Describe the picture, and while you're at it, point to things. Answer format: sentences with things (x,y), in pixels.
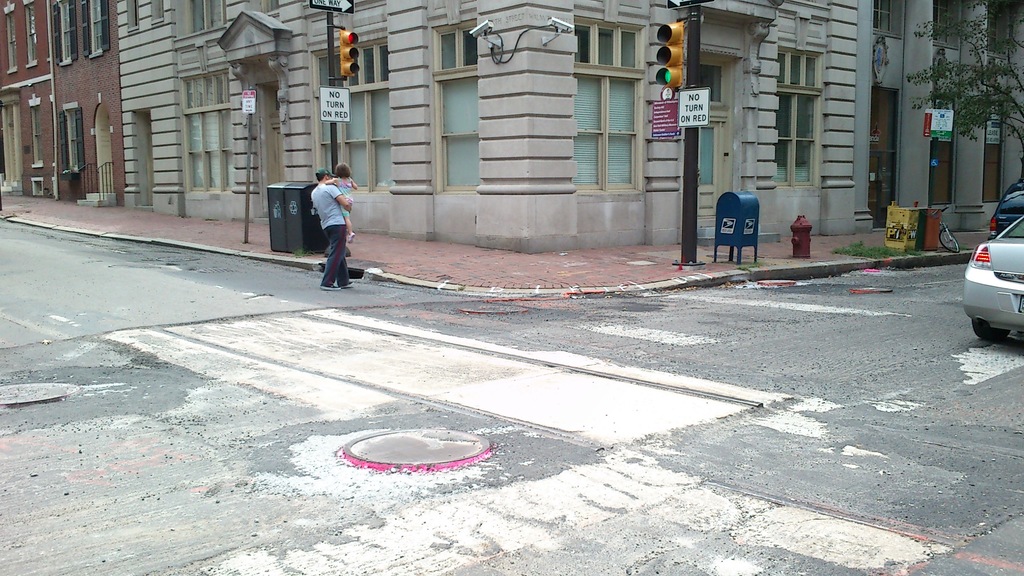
In this image we can see there is a building (428,139) at the center of the image (550,204). Both the left and right side of the image (939,277) there is a road (221,353). On the right side of the image (1007,289) there are some vehicles (1004,253) and trees (1000,96) on the road (1009,349). Some signals (685,208) are on the path (412,265) of the road (943,298).
